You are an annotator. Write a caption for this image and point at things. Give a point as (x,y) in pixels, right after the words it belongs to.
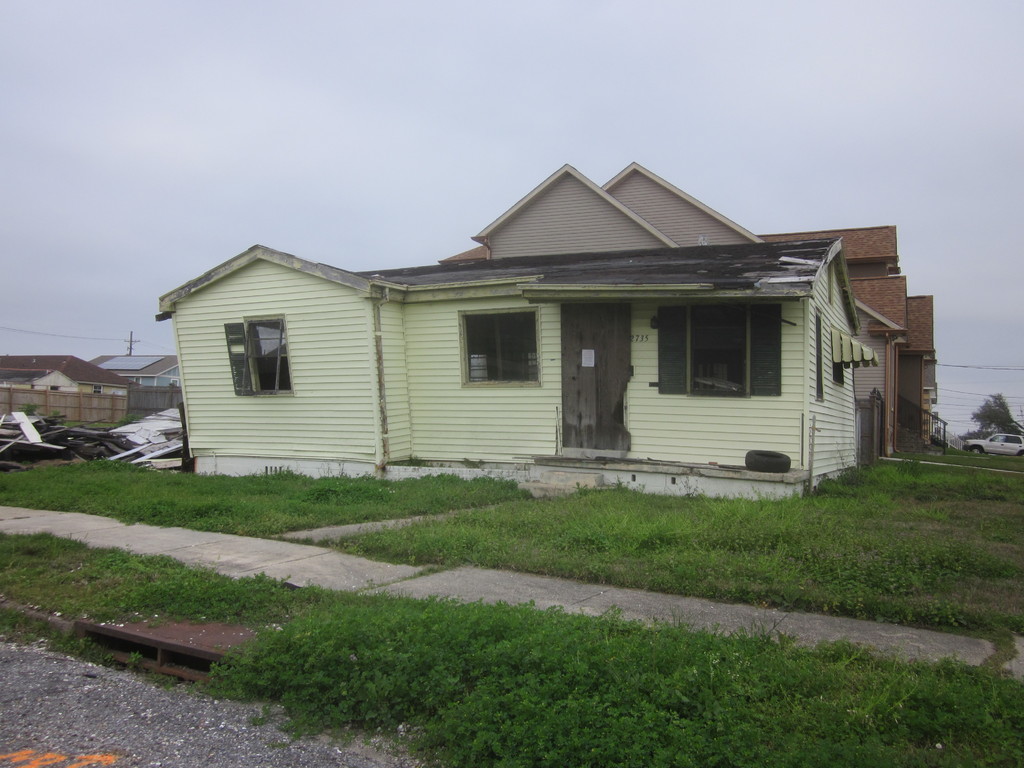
In this image I can see a wooden house (584,386), at the bottom (512,663) it is the grass (548,674), at the top (476,144) it is the cloudy sky (376,136).
